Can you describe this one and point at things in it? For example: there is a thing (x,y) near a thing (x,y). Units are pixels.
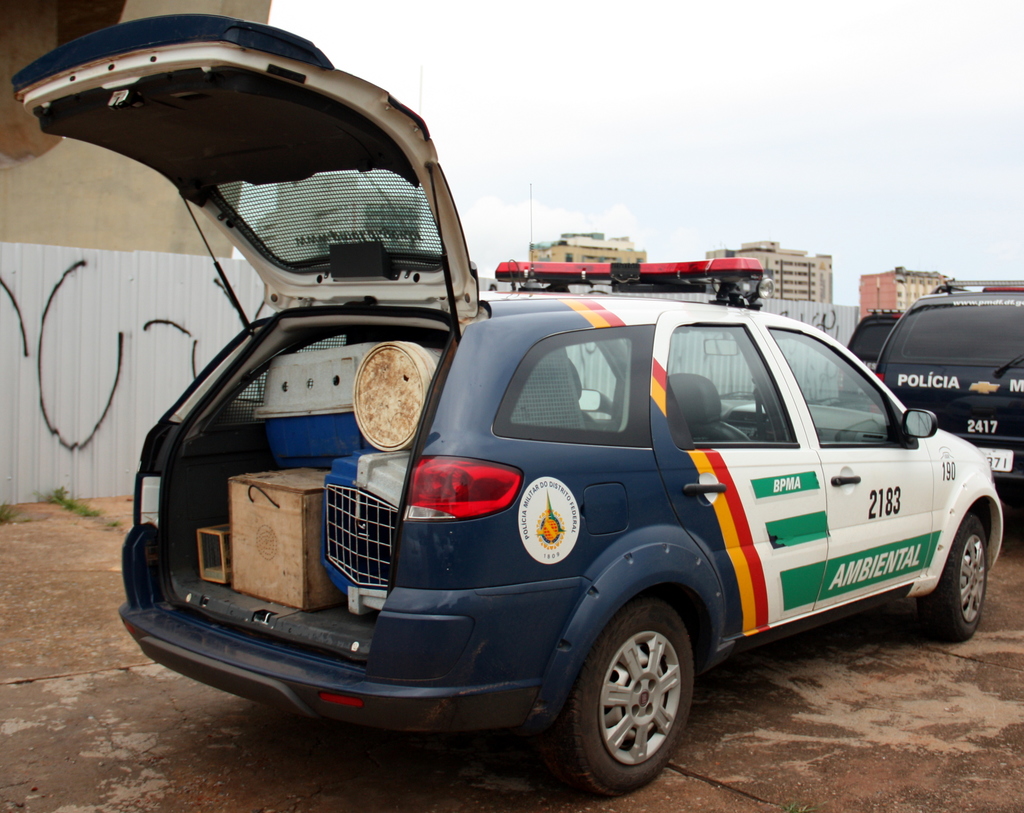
In the image we can see there are vehicles (810,399), this is a box (318,545) and other objects (341,492), this is a footpath (854,689), buildings (830,286) and a sky (662,194).
